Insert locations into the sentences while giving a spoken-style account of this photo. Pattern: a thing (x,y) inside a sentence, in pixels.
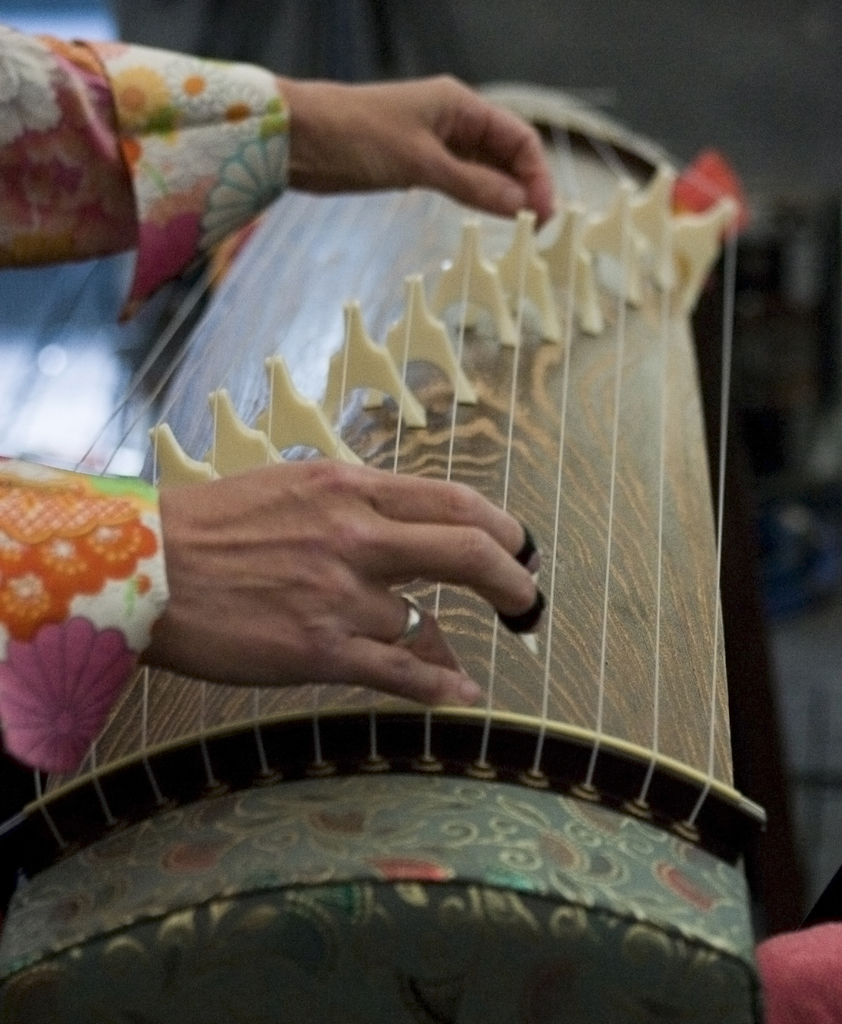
In the image we can see human hands (253,537) wearing a finger ring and clothes (139,561), and here we can see musical instrument (489,340).
